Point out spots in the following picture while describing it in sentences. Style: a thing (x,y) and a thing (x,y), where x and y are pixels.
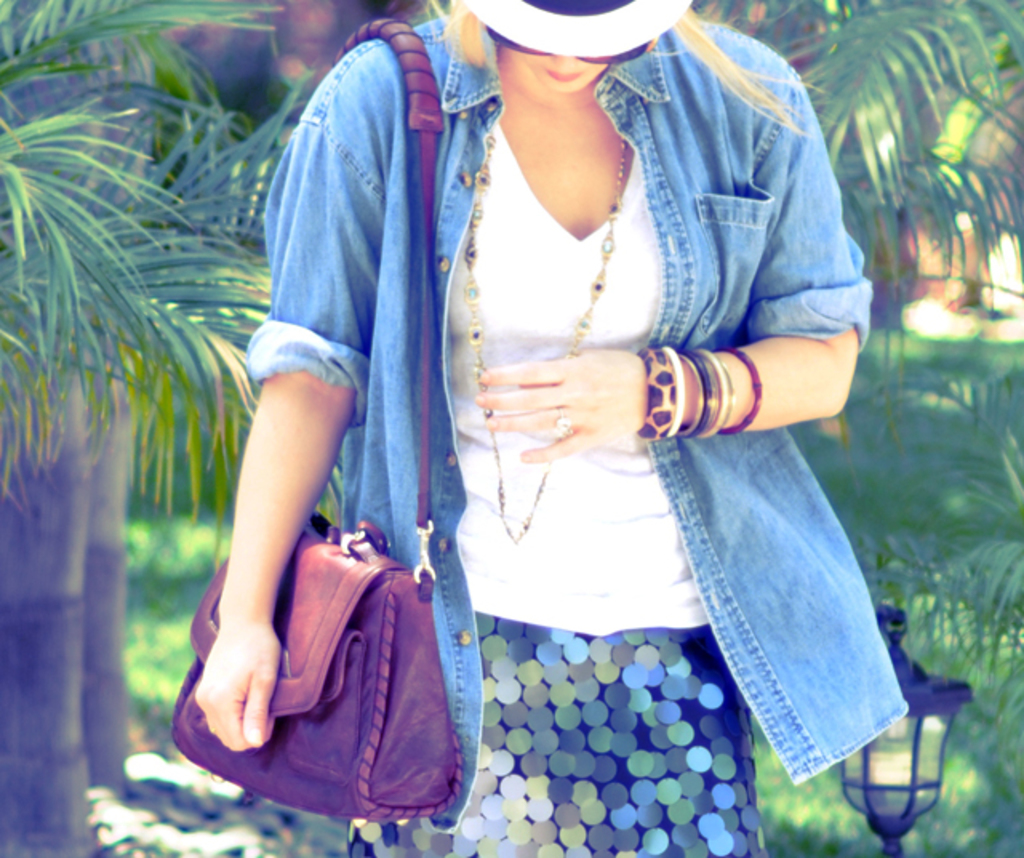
There is a woman (578,346) in the picture. She is looking downwards. She is wearing a t shirt (573,495) and a jeans shirt (385,228). A bag (374,706) is hanged to her shoulder (370,159). Woman (570,203) is also wearing a skirt (606,740). To her left hand (604,408) there are some bangles (660,404) and a ring (558,422) to a finger (573,423). She is wearing a hat (575,46) and a spectacles (613,60). In the background (899,769) there is light (914,758) and some trees (888,156) are located.
